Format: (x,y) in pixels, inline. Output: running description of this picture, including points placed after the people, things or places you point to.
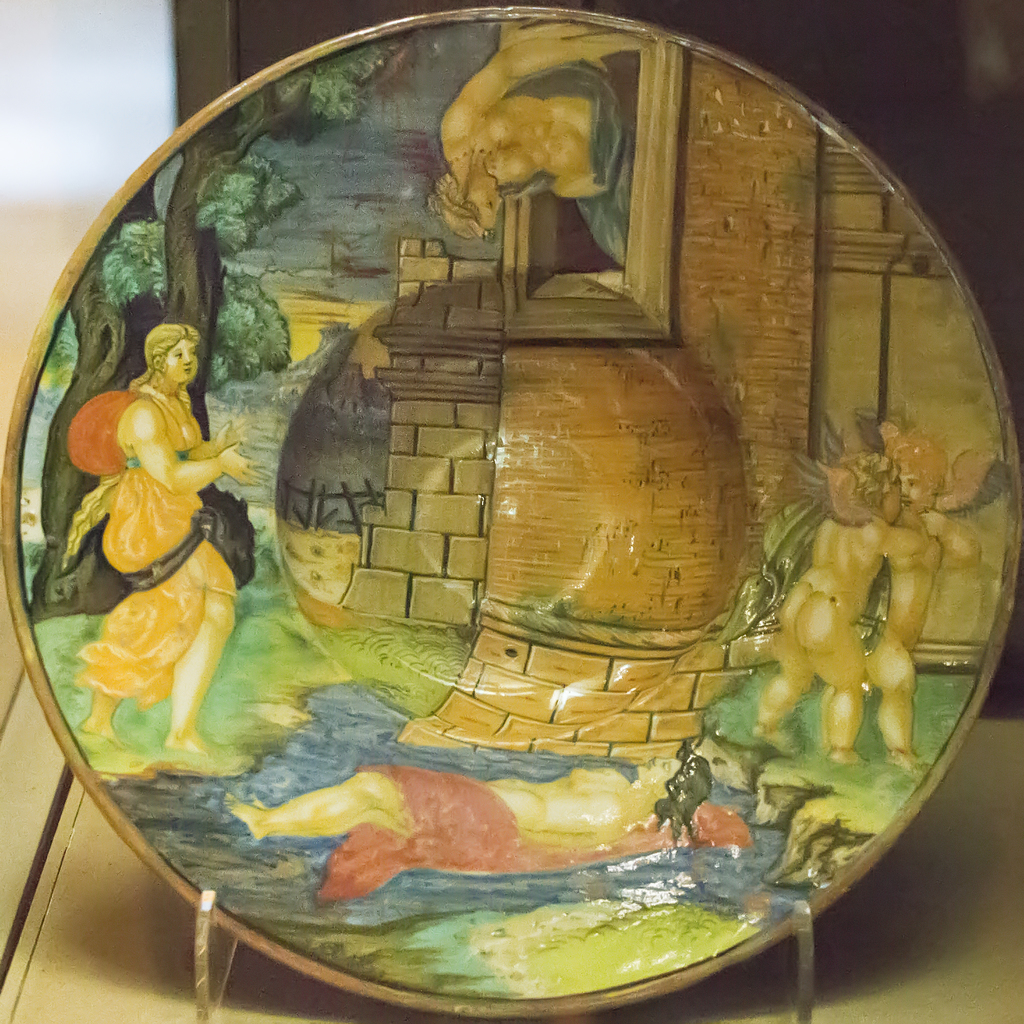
In this image there is a porcelain (729,927) in a stand (807,970), kept on a table (744,989).
